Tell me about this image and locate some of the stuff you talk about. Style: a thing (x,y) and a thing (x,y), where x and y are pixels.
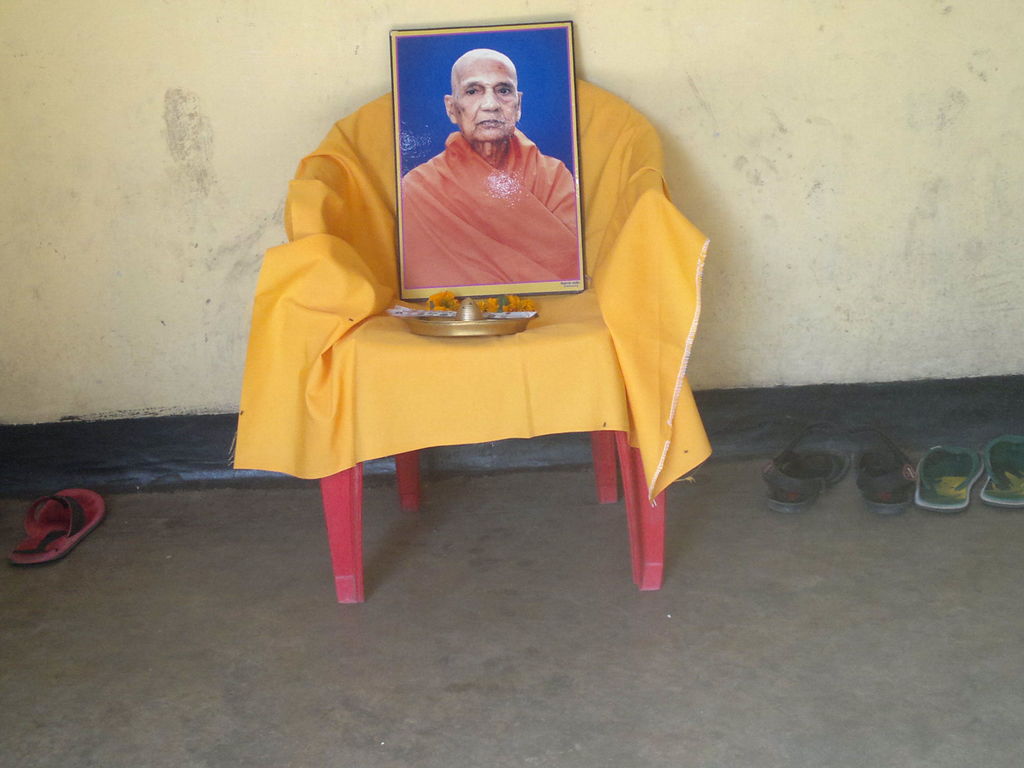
This picture might be taken inside a room (716,718). In this image, in the middle (499,308), we can see a chair (537,381), on that chair (441,383), we can see a cloth (583,371), plate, flowers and a photo frame (462,279). On the right side (950,446), we can also see two pairs of chappal (1004,453). On the left side (84,524), we can also see a chappal (79,539). In the background (790,190), we can also see a wall (989,331).
